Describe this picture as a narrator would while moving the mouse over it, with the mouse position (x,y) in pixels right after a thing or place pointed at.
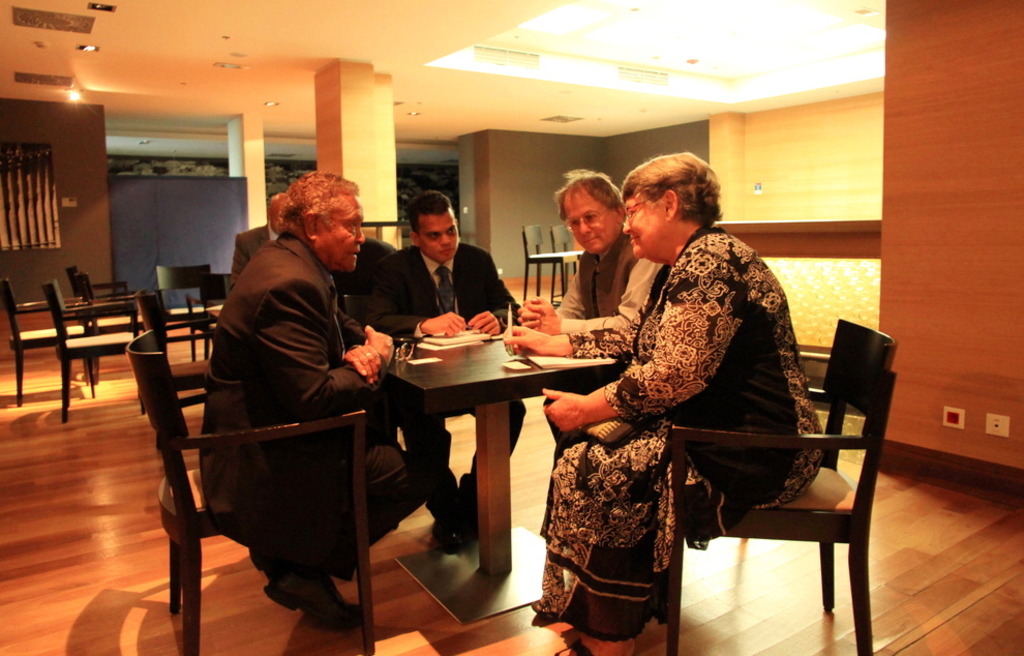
In this image I can see number of people (767,452) are sitting on chairs (857,363). In the background (19,350) I can see few more chairs (23,338).
